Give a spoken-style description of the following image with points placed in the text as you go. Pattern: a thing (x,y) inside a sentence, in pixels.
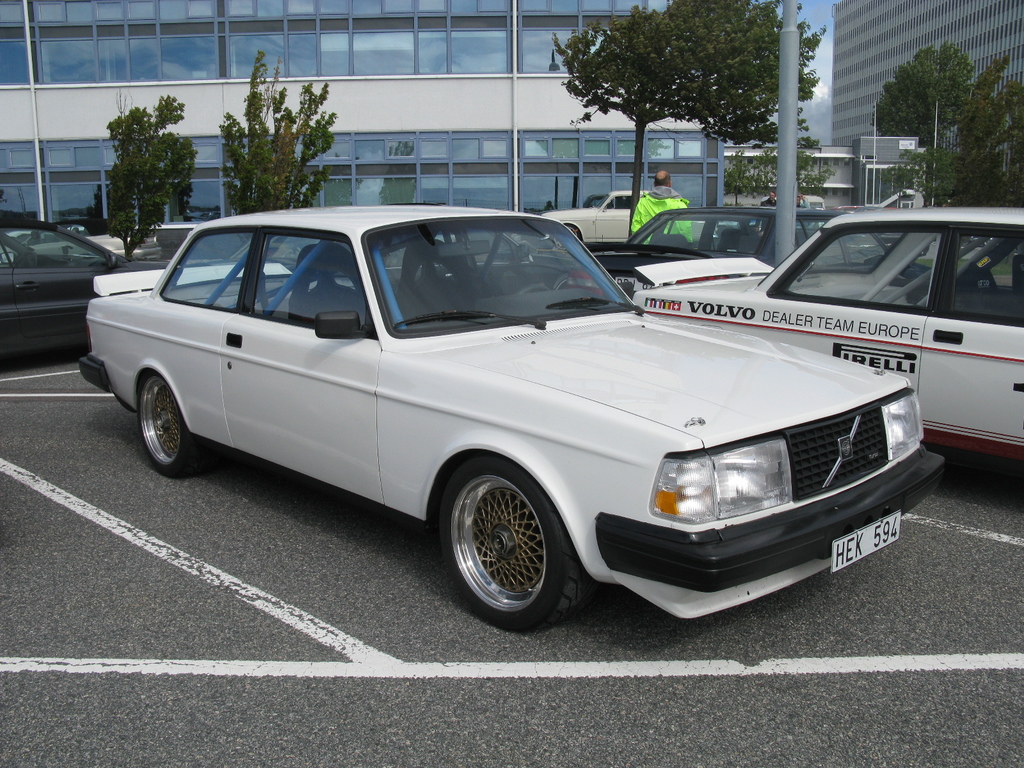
In this image I can see few vehicles (548,296) and here on this vehicle (816,326) I can see something is written. I can also see number of trees (630,109), few buildings (359,89) and over here I can see a person (652,214) is standing. I can also see white colour lines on road (619,624).
